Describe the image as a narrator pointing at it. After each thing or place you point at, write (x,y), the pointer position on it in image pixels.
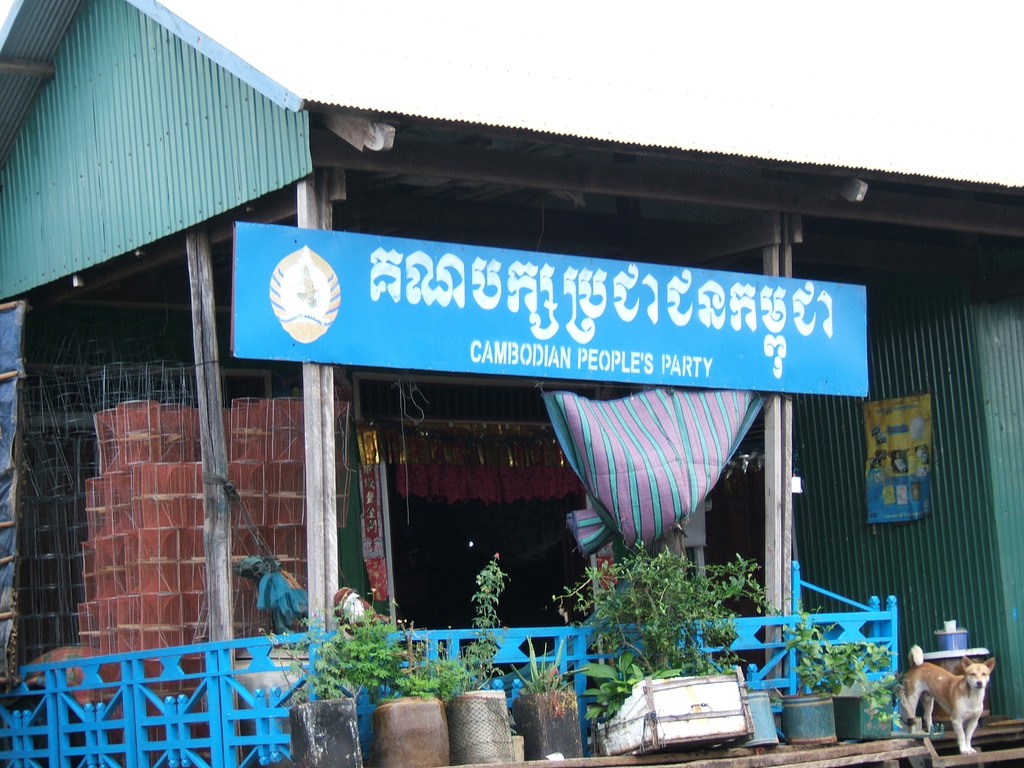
In this image, It looks like a shop (514,192) with a name board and few other objects (268,400). In front of the shop (329,615) there is a fence (517,659), flower pots (605,726) with the plants (846,683) and a dog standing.
